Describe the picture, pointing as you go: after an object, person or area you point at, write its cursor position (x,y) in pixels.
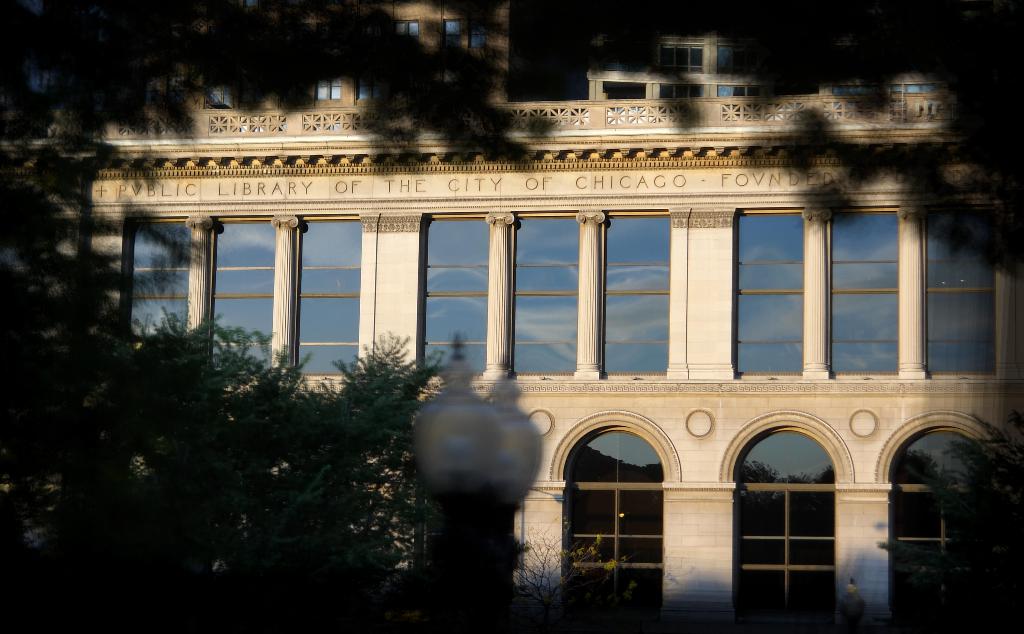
In this image I can see trees (536,600), white colour building (437,325), few lights (514,440) and over here I can see something is written. I can also see few windows (760,322).
